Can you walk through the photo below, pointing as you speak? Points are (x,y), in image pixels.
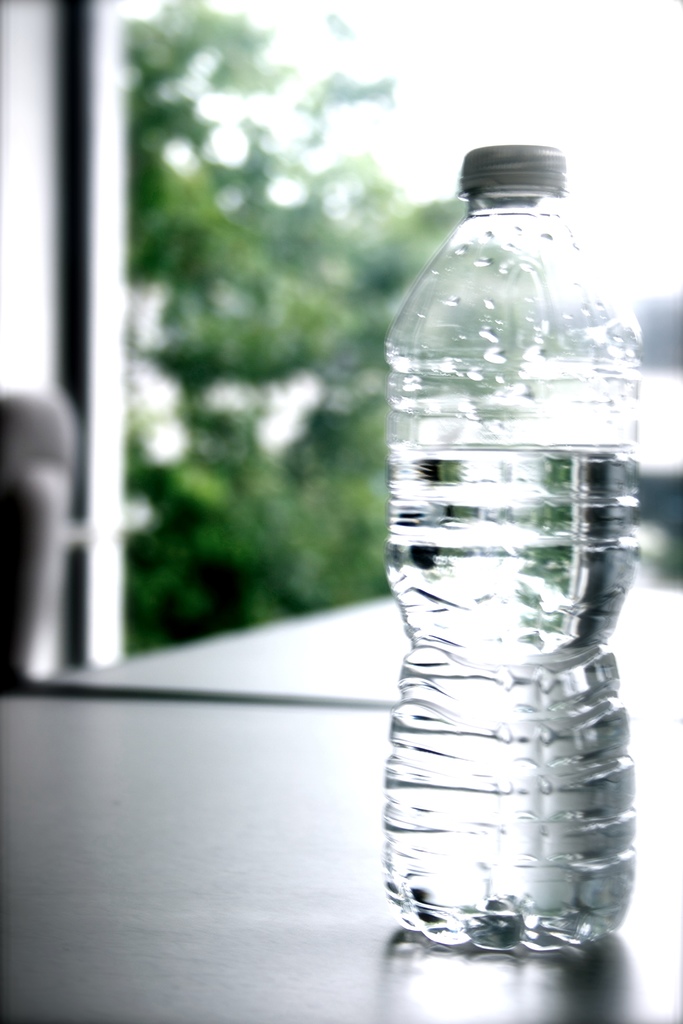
In this there is a bottle (409,818) filled with liquid (488,632) in it. At the background (203,602) there are few trees (209,595).
